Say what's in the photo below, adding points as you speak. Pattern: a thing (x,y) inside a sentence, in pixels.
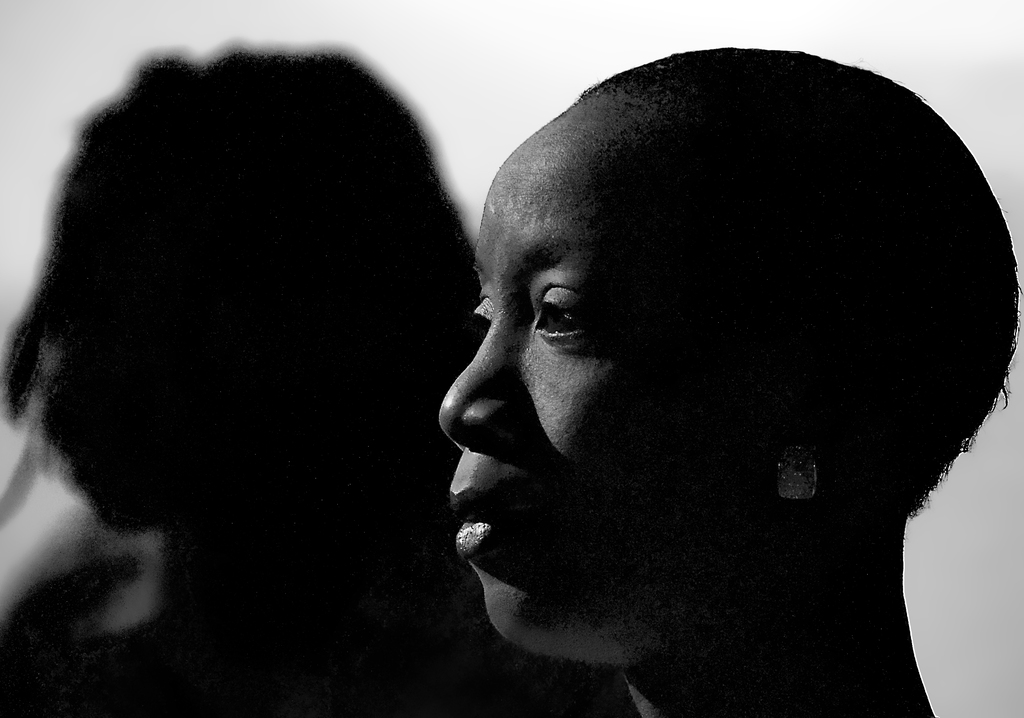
In this image we can see a person's face (614,525) who is black in color.
